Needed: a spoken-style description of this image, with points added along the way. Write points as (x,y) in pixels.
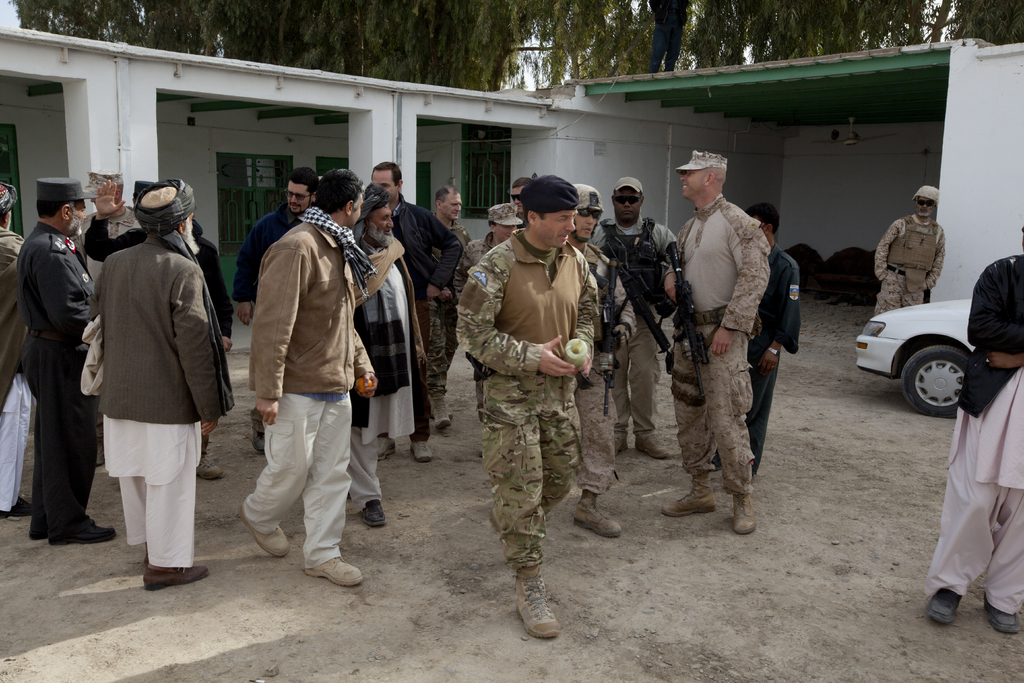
In this image we can see the men (699,254) wearing the uniforms (714,296) and some are holding the weapons (601,348). We can also see the people (427,232). We can see the building (424,95), trees (607,60), land (830,550) and also the car (943,342).
